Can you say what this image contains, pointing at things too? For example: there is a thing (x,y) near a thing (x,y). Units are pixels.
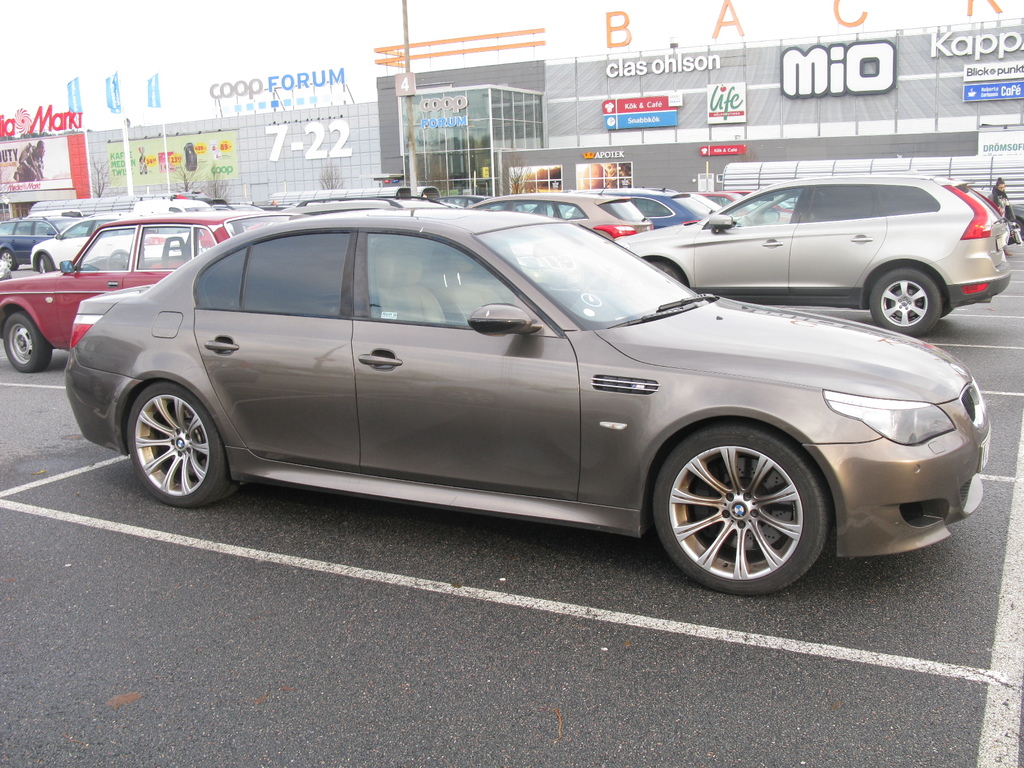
In this image we can see a group of vehicles (581,297) and a person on the road (19,494). On the backside (125,122) we can see some buildings (460,162), boards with some text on them, the flags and some poles (124,135).
